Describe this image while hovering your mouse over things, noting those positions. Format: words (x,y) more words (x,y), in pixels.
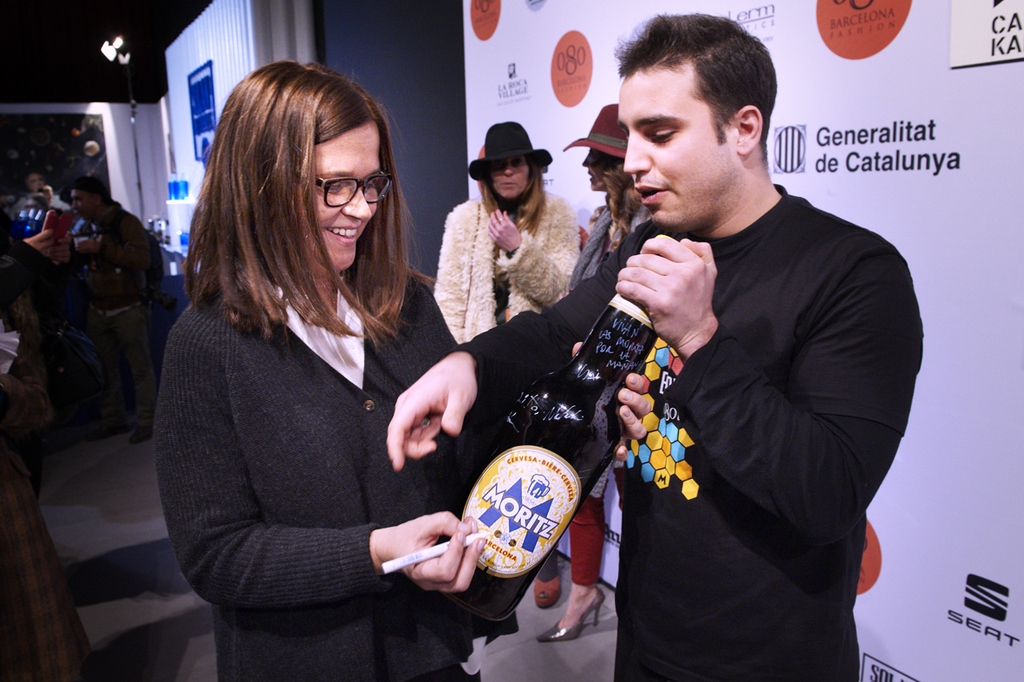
In this picture we can see a man (721,335) and one woman (464,471) holding a bottle (484,479), on right side (885,199) we can see a Banner (827,152), in the background (590,223) there are two woman (556,239) standing, on the left side of image (87,226) we can see a man (86,243) standing and we can also see a light (114,51) in the background (126,58).
